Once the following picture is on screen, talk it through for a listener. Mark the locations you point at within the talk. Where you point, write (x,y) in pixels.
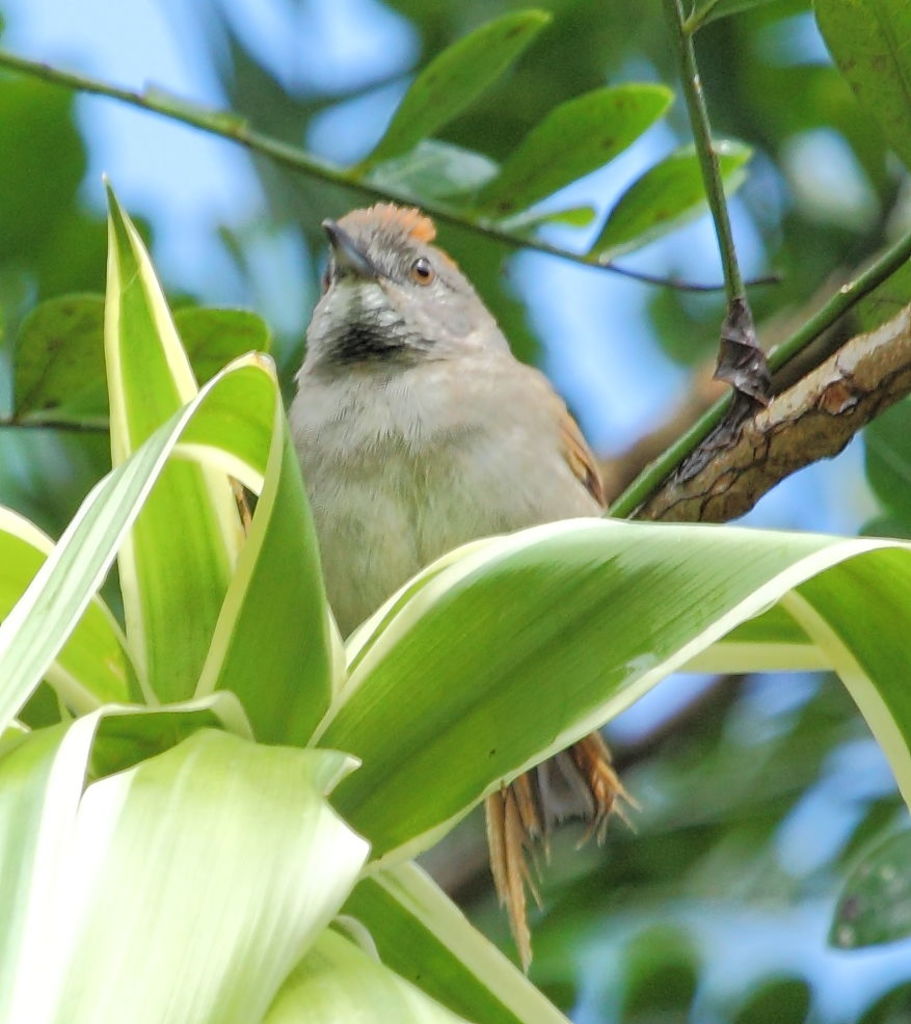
In this image we can see a bird (594,735). In front of the bird (581,746) we can see the leaves (181,868). The background of the image (687,326) is blurred.
